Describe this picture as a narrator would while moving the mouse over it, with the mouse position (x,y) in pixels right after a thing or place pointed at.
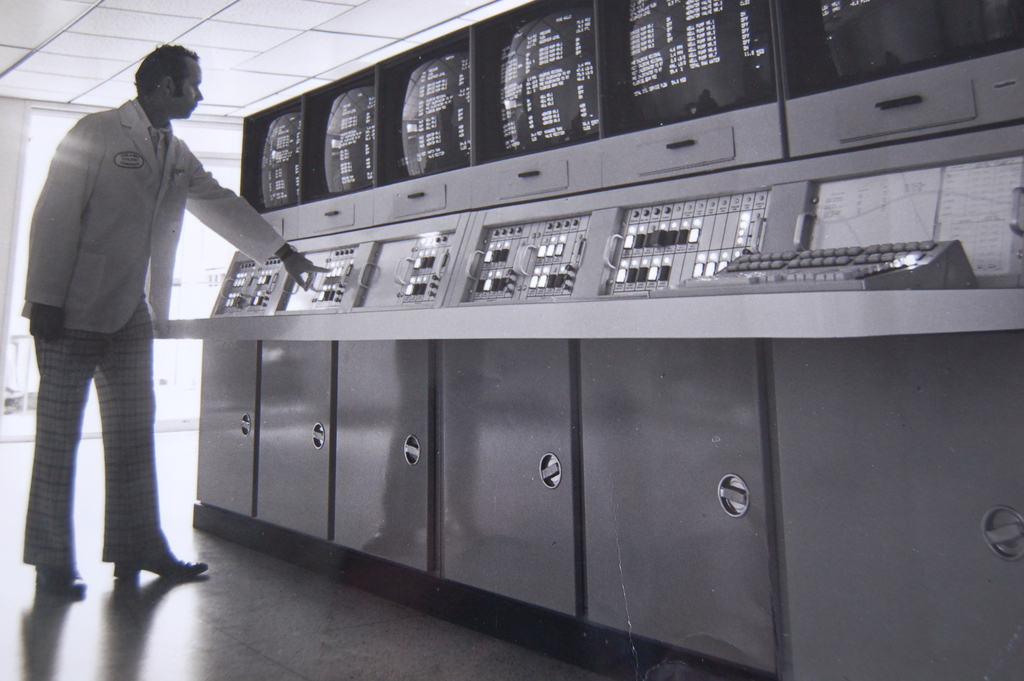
This image consists of a man (133,344) wearing white coat (99,139) is standing in front, of a machine (448,322). To the right (749,272), there is a big machine (691,297). At the bottom (151,641), there is a floor (172,636). At the top (196,2), there is a roof (155,13).
